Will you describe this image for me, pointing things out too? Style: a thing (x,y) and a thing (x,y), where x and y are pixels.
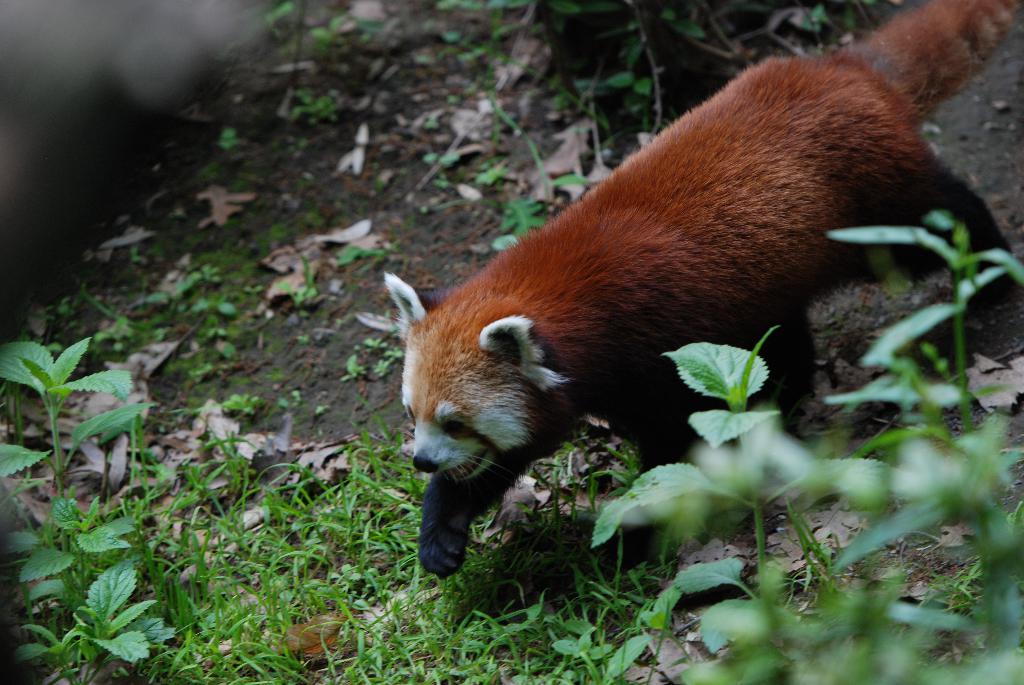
In this picture we can see a red panda (723,187) is walking, at the bottom (726,576) there are some plants (373,572), we can see leaves (476,103) in the background (483,117).
